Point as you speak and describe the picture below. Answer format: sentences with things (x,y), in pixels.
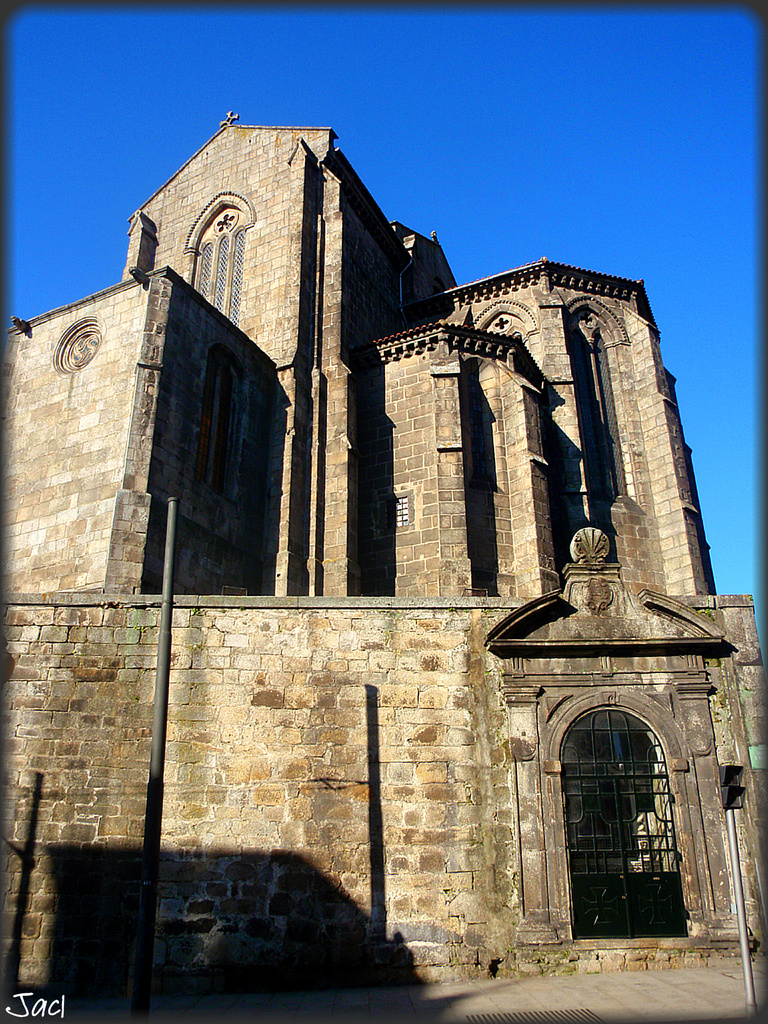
In this picture, we can see an old building (436,729) with windows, gates (593,740), and we can see the ground (667,978), poles (752,1014), signal light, the sky (500,143) and some text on the bottom left side of the picture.
